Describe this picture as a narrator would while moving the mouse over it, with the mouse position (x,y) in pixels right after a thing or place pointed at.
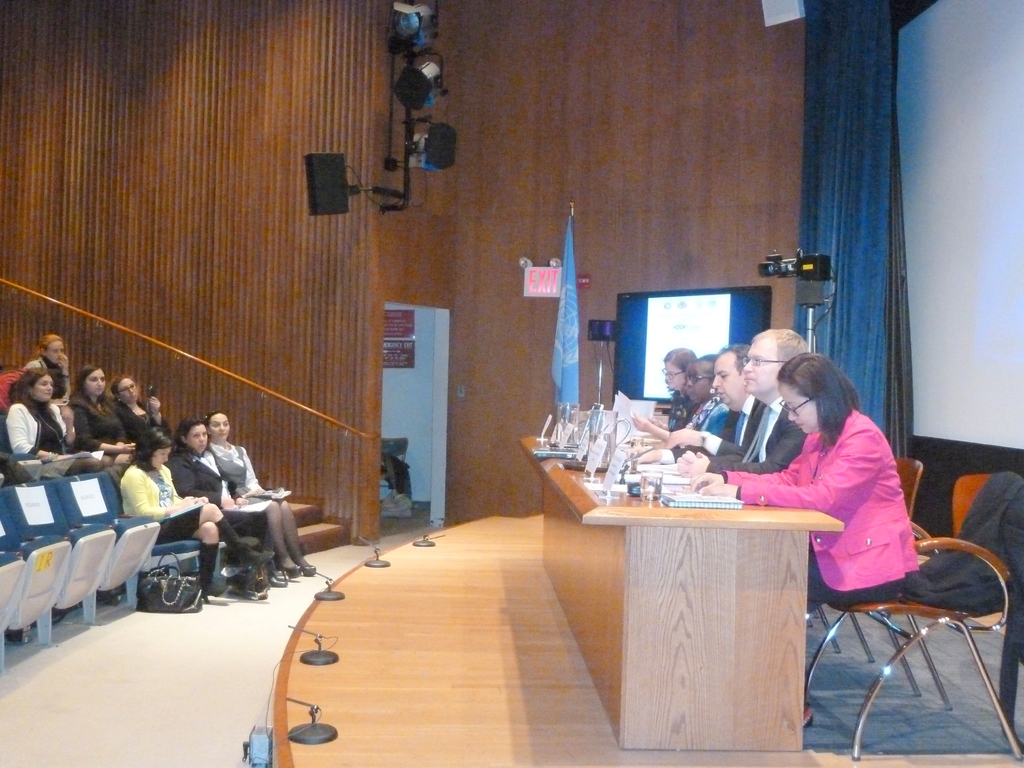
On the right side of the image (1017,185) we can see a screen (700,327), lights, flag (574,341), camera (822,265) with stand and some people (733,492) are sitting on the chairs (975,549). In-front of them, we can see a table (770,544). On the table (684,579) we can see the boards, books (741,504), papers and some other objects (616,416). On the left side of the image (58,415) we can see some people (254,549) are sitting on the chairs (7,414) and some of them are holding papers (259,494). In the background of the image (316,496) we can see the wall (286,412), bag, boards (396,333) on the wall (423,205), speaker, lights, curtain (877,228). At the bottom of the image (399,715) we can see the floor (399,715).
